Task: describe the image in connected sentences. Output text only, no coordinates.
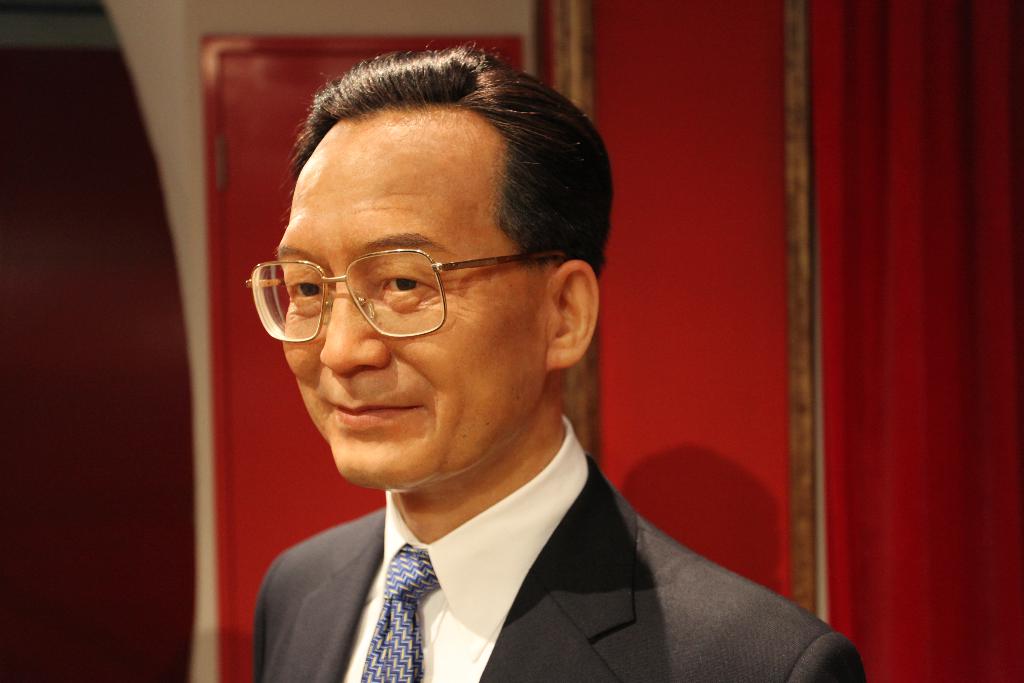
In this picture we can see a person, he is wearing a tie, spectacles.
